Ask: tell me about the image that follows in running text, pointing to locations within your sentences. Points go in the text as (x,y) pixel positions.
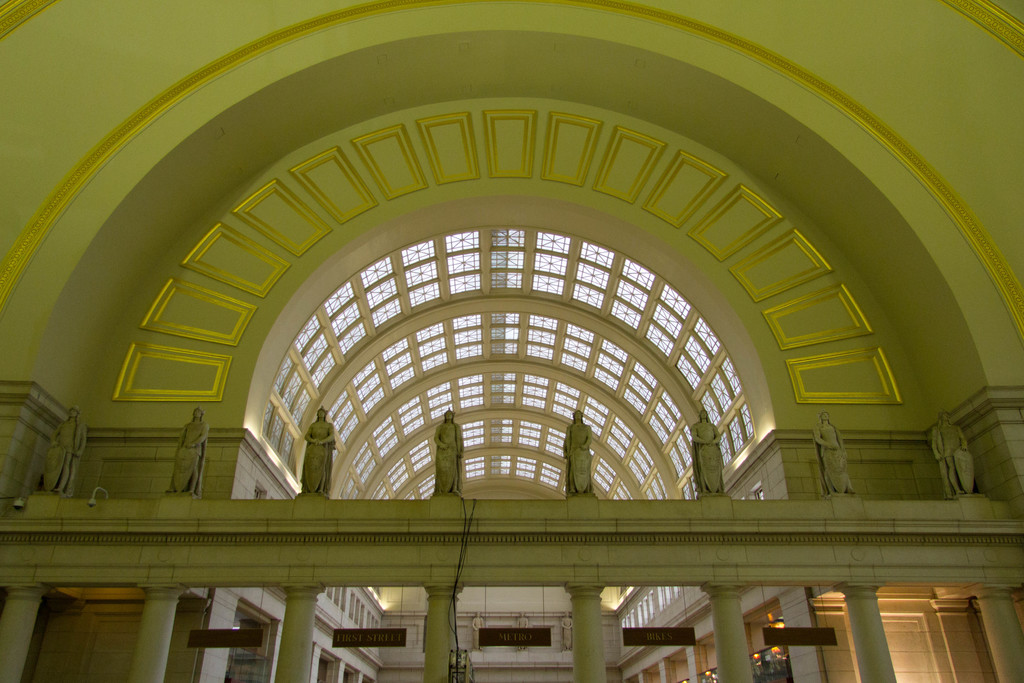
In this image there are sculptures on the concrete surface (390,526) supported by pillars (579,639), behind the sculptures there is a glass rooftop (318,372) supported by metal rods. On the walls (224,321) there are some designs (164,331) and there are some objects (546,639) hanging.
